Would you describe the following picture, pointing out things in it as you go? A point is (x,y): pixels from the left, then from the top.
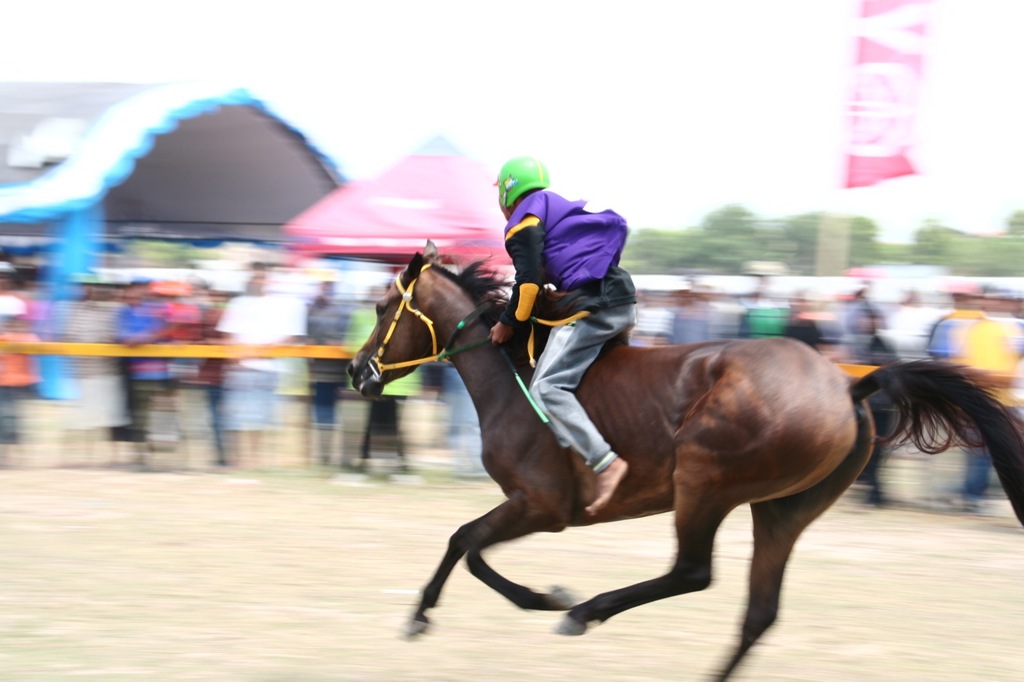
In this image, the man (542,234) is riding the horse (646,438). The horse (620,442) is brown in color and the man (583,294) is wearing purple colored jacket (568,246) and a green helmet (516,182). In the background (729,246) there are trees (771,233) and a tent (286,153) to the left of the image (77,129). The crowd (152,334) are standing and staring at the horse (671,423).
